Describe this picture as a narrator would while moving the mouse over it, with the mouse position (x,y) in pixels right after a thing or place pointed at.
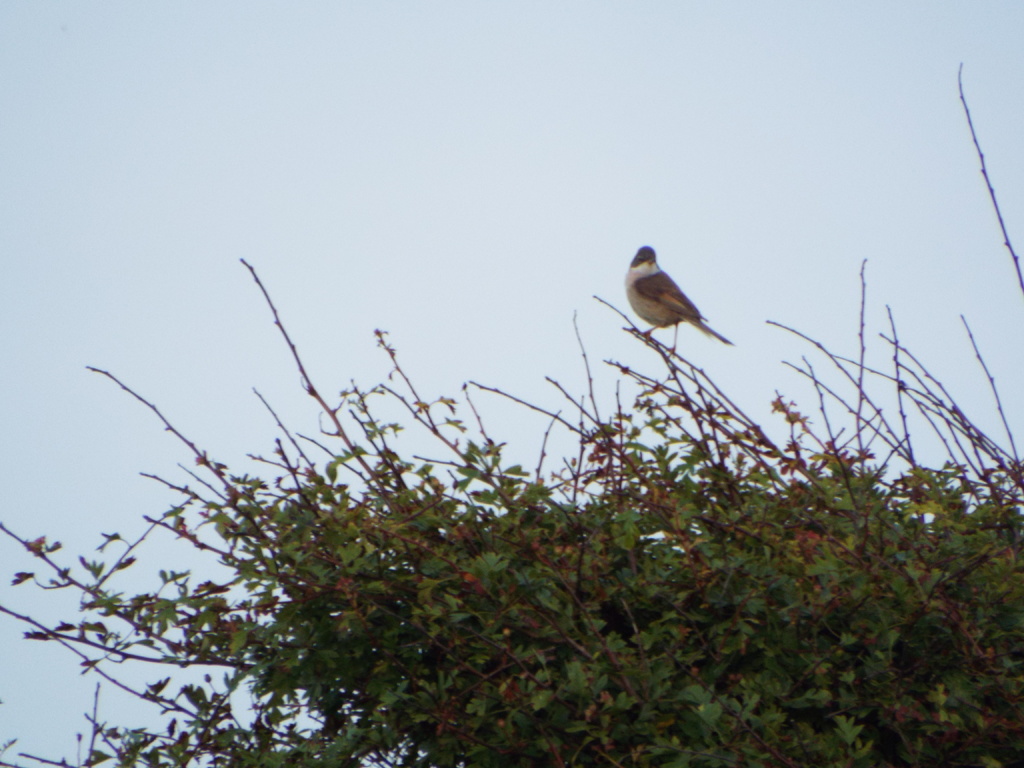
In this image I can see the green color trees (633,611) and I can see a bird (653,290) on it. Bird (651,322) is in brown and white color. Background (79,190) is in white color.
